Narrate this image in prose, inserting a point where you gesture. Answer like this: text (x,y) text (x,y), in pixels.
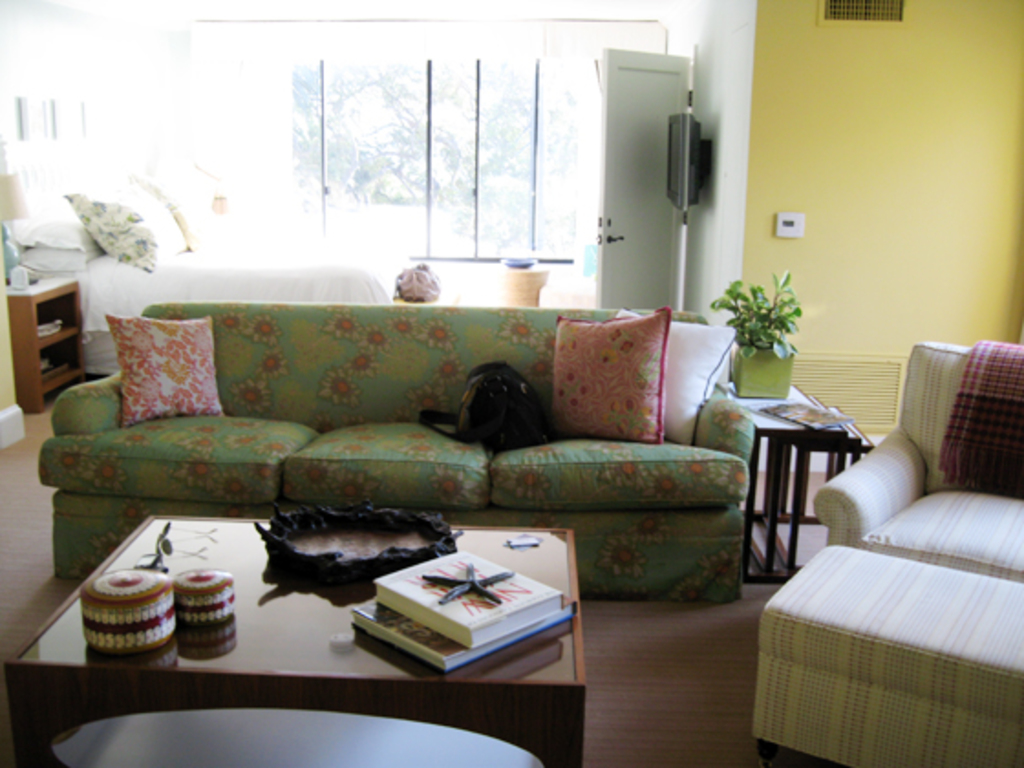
In the given image we can see a sofa (354,344) and pillows (168,338) on it. This is a door (612,216), bed (286,277), shelf (41,352), window (342,144), plant (751,340), table (311,617), books (382,631) and a object (143,600) on it.
